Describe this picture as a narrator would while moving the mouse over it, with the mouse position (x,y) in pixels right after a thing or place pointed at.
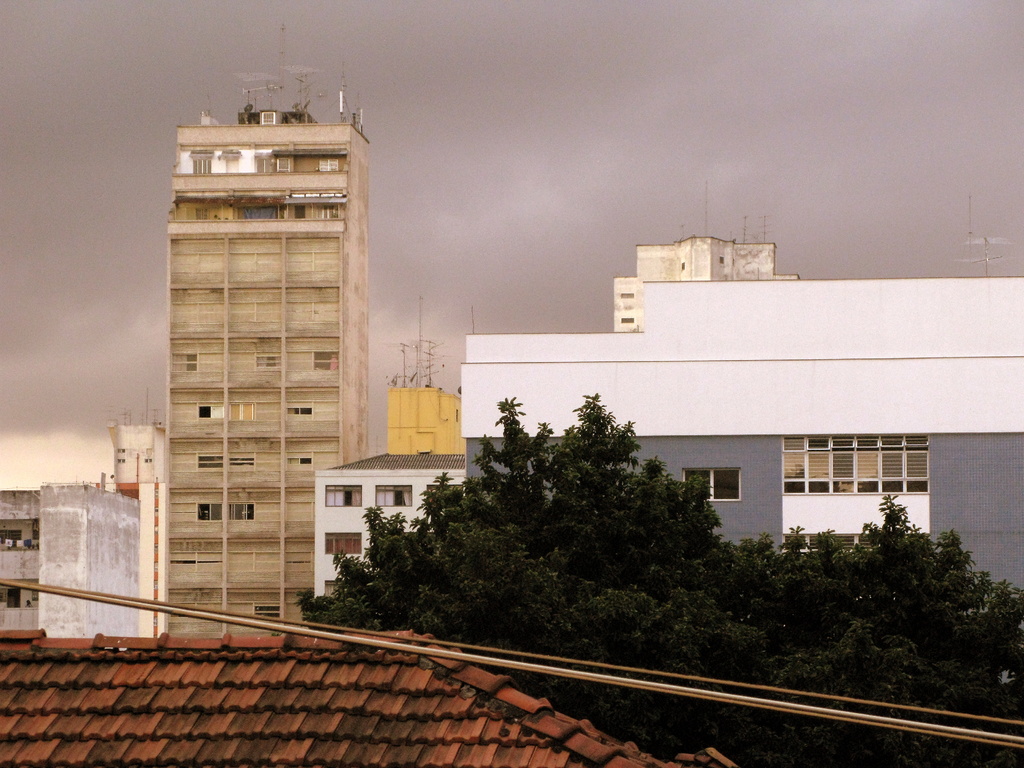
In this image these few building (285,472), few poles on some of the buildings (222,305), a tower (225,365), trees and some clouds (581,221) in the sky (592,184).
